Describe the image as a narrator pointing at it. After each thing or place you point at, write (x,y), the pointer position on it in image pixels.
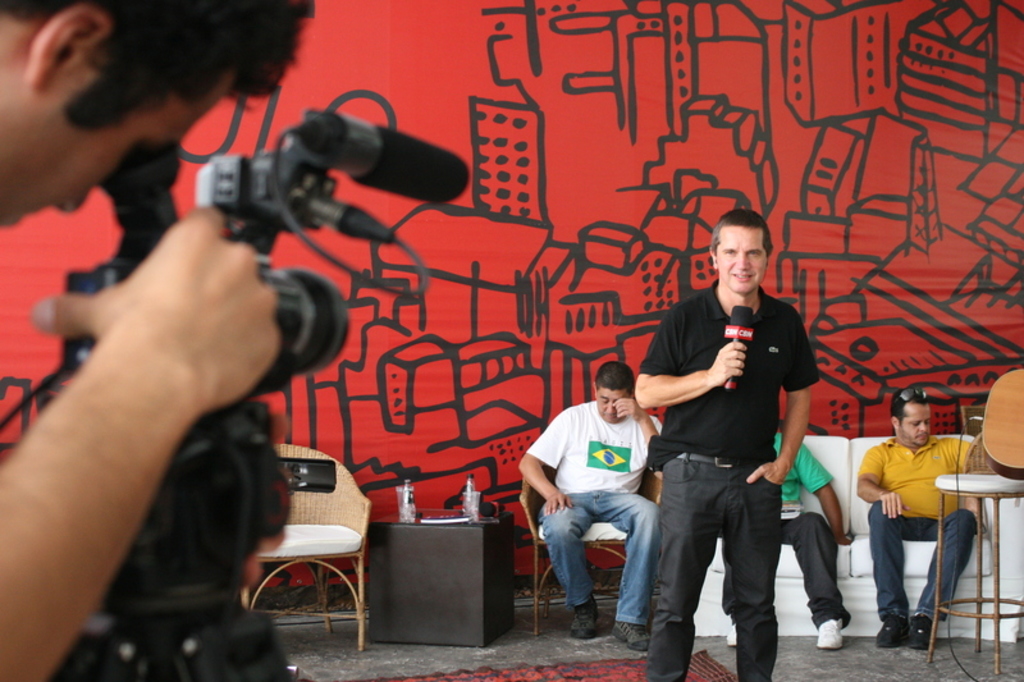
In this image in the middle (670,436) one man (692,440) is standing. He is wearing black dress (690,431) and holding one mic (752,319). He is looking at the camera (327,200) in front of him. On the left side (103,384) a man (109,163) is holding one camera (269,276). Behind the middle man (771,437) there is one sofa (852,455) and a chair (649,476). On that three people (575,432) are sitting. Beside him there is a table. Another table (410,545) on his right hand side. On the table (447,524) there is bottle glasses (411,496). On the background (597,183) there is a wallpaper (926,166) which is red in color.
